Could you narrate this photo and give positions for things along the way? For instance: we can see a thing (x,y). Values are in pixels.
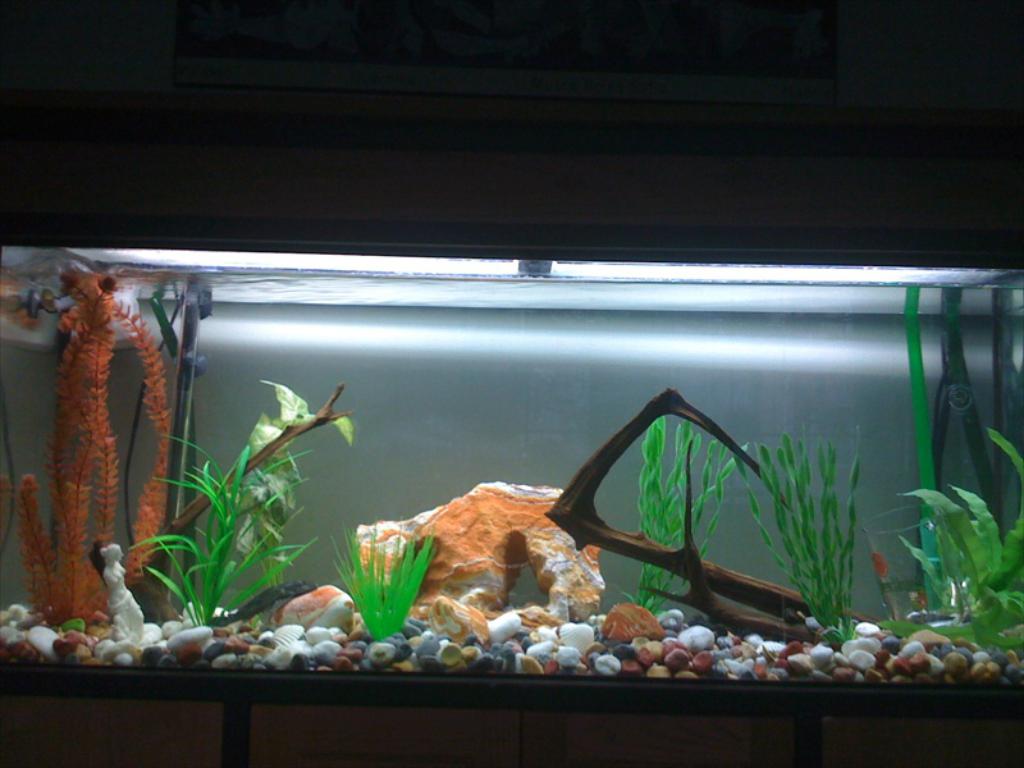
There is an aquarium (628,299), in which, there are stones (404,523), plants (982,581) and other objects (176,475). The background (836,74) is dark in color.
